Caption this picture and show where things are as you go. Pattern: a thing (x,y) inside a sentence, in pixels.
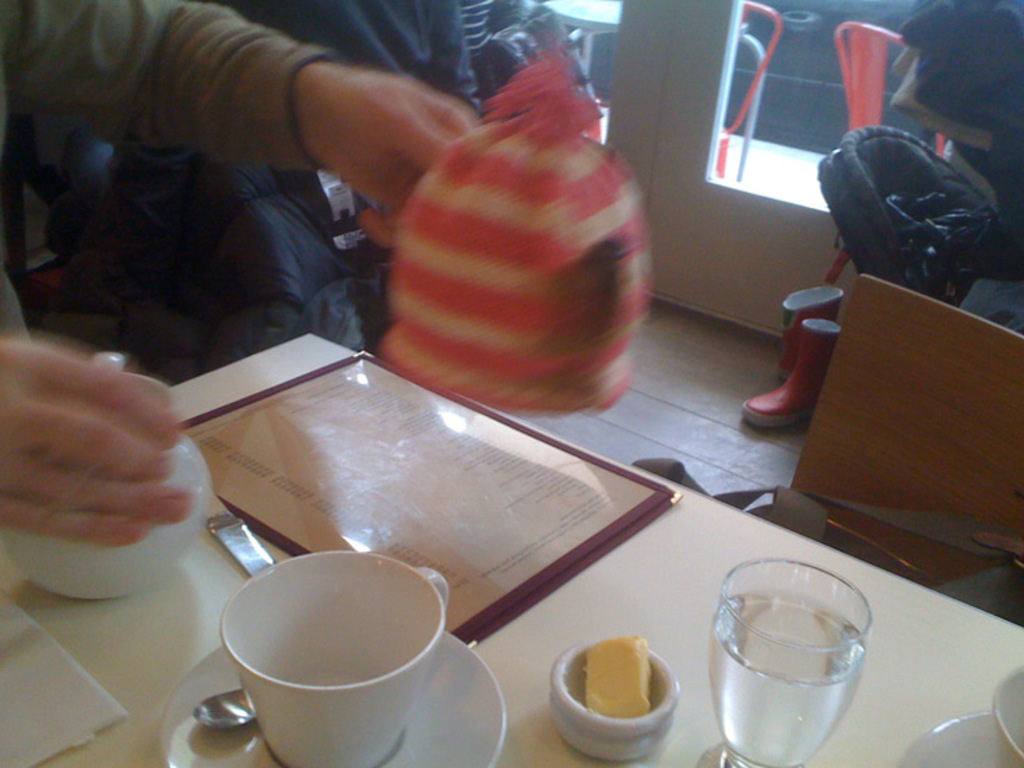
In this picture we can see table (655,592) and on table (565,624) we have cup (333,686), saucer (444,688), spoon (228,699), glass (771,711) with water (768,675) in it, tea pot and in the background (772,410) we can see two persons (380,82), window (778,130), shoes (783,309), chairs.
